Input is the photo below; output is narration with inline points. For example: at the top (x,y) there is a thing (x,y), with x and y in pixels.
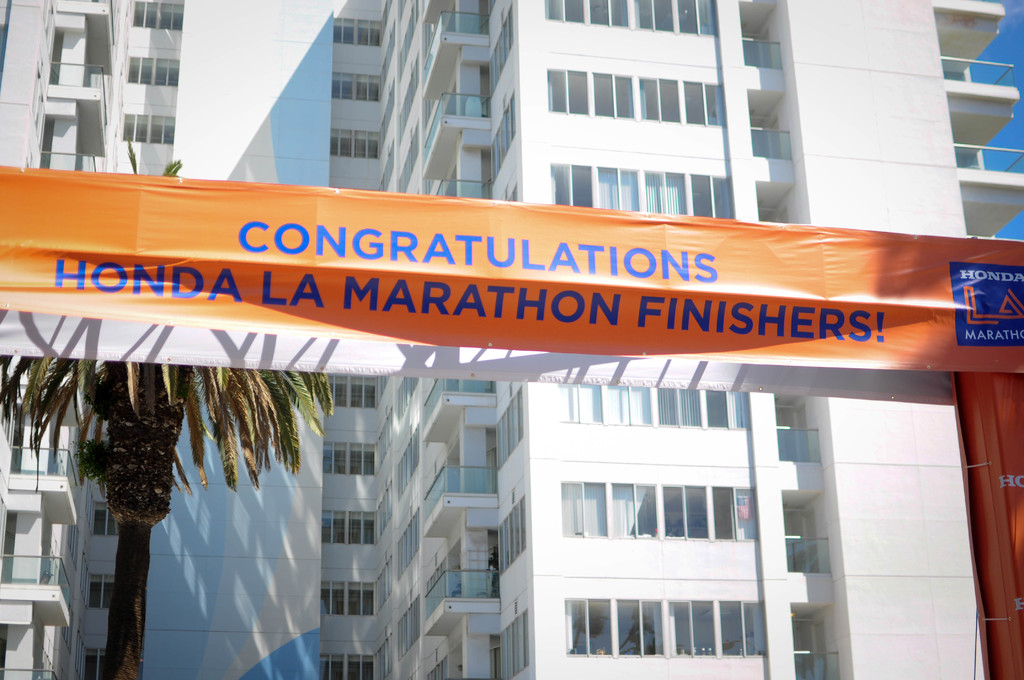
In the middle of the image (526,303) there is an orange color banner (414,295) on which I can see some text (683,308). On the left side (131,506) there is a tree (154,451). In the background (332,113) there are some buildings (420,122).
